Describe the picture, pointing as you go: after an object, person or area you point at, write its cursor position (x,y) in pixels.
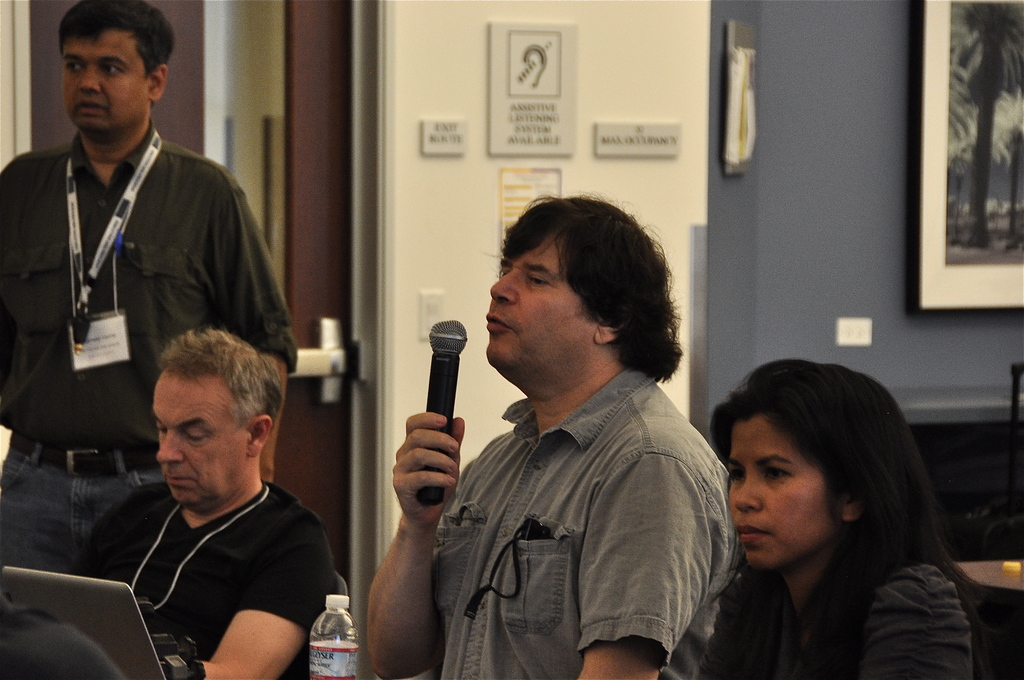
3 people (222,530) are sitting. the person (503,567) at the center (452,410) is holding a microphone (441,368) and speaking. in front of them there is a bottle (324,664) and a laptop (112,620). at the left (124,99) there is a person (153,222) standing. behind him there is a wall (786,188) on which there is a photo frame (950,137) in the right (950,196).
